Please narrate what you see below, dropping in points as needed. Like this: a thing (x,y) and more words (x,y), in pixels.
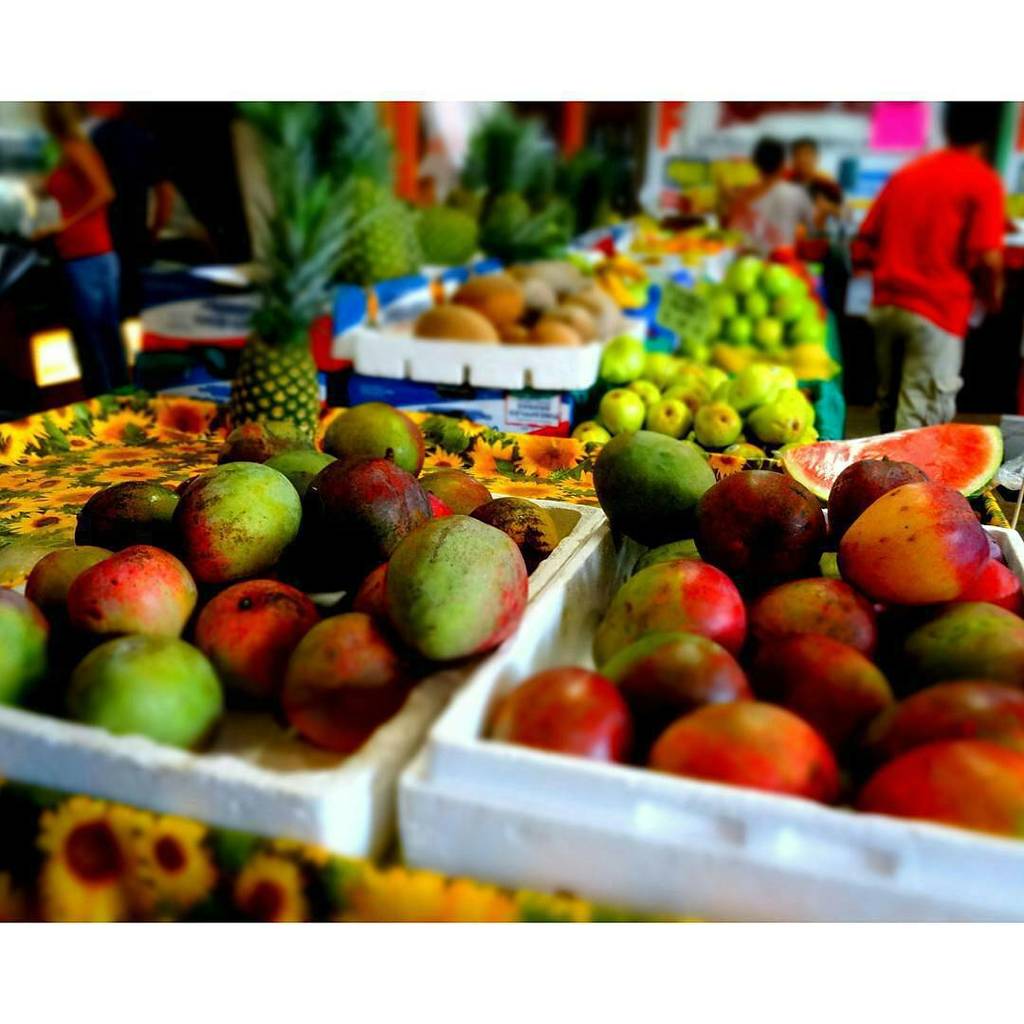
In this image we can see some fruits (443,489) in a tray (317,809) and a few people (936,277) standing on the floor (866,426).
